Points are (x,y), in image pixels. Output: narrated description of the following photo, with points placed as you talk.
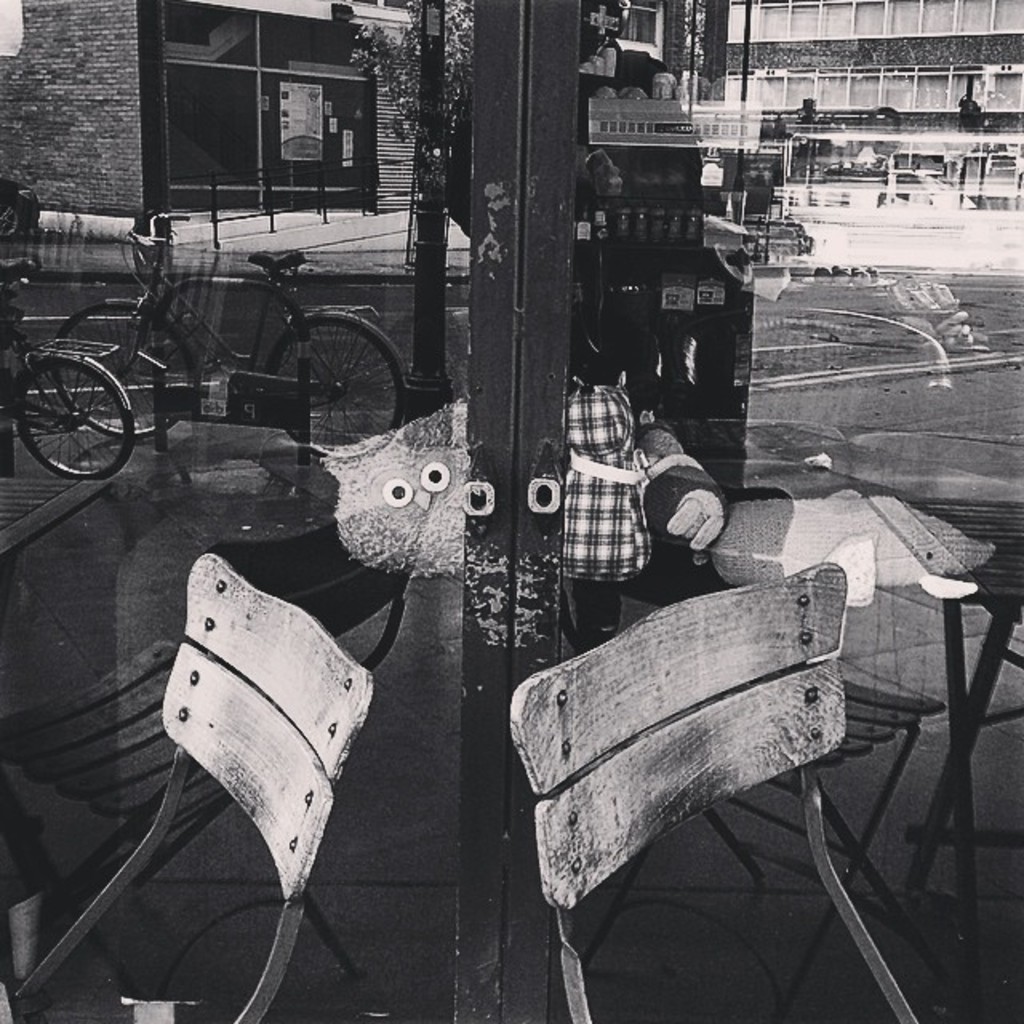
This picture is taken outside the building (942,43). At the left side (323,313) there are two bicycles (362,320) in a center there are two chairs (537,732). In the background (850,47) there is a building (851,44), windows (878,32), wall (85,99) and a stall (666,238).
